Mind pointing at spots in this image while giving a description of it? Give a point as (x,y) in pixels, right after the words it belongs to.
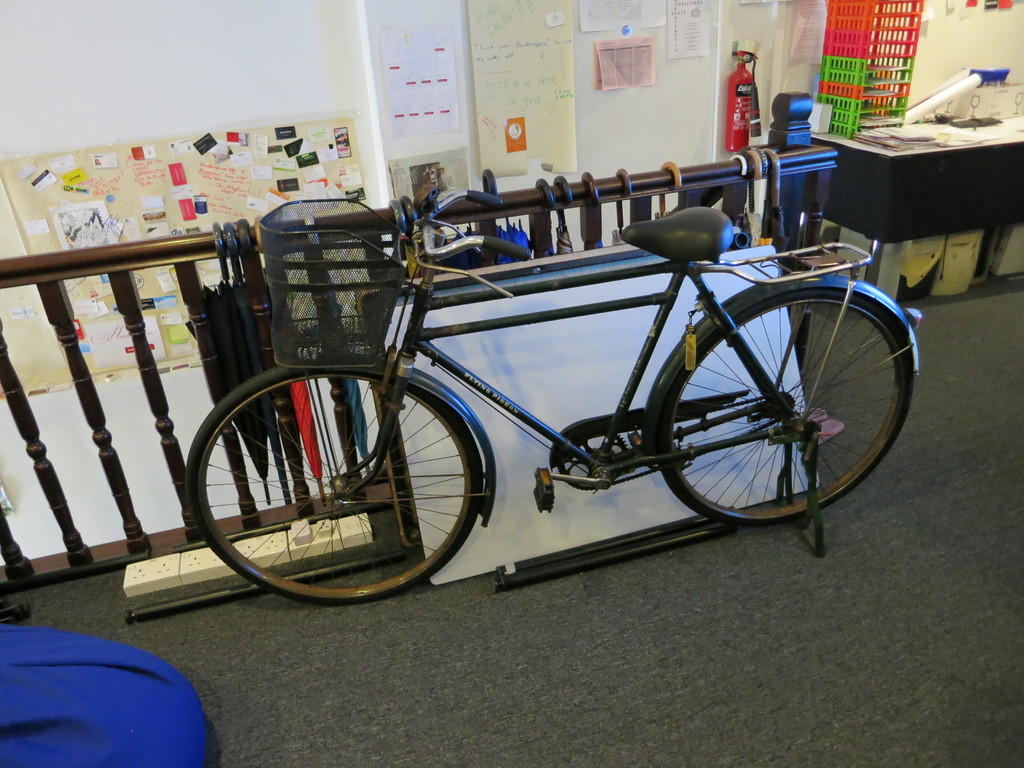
This is a bicycle (866,342) with a basket (352,279) attached to it. I can see some umbrellas (234,247) hanging to the wooden staircase holder (170,262). this is a table (916,157) with some objects (955,108) placed on it. These are some posters (544,98), papers (409,117) which are attached to the wall (262,65). This looks like a plug box (281,537). And I can see some blue color object (103,701) at the left bottom corner of the image (112,732).
